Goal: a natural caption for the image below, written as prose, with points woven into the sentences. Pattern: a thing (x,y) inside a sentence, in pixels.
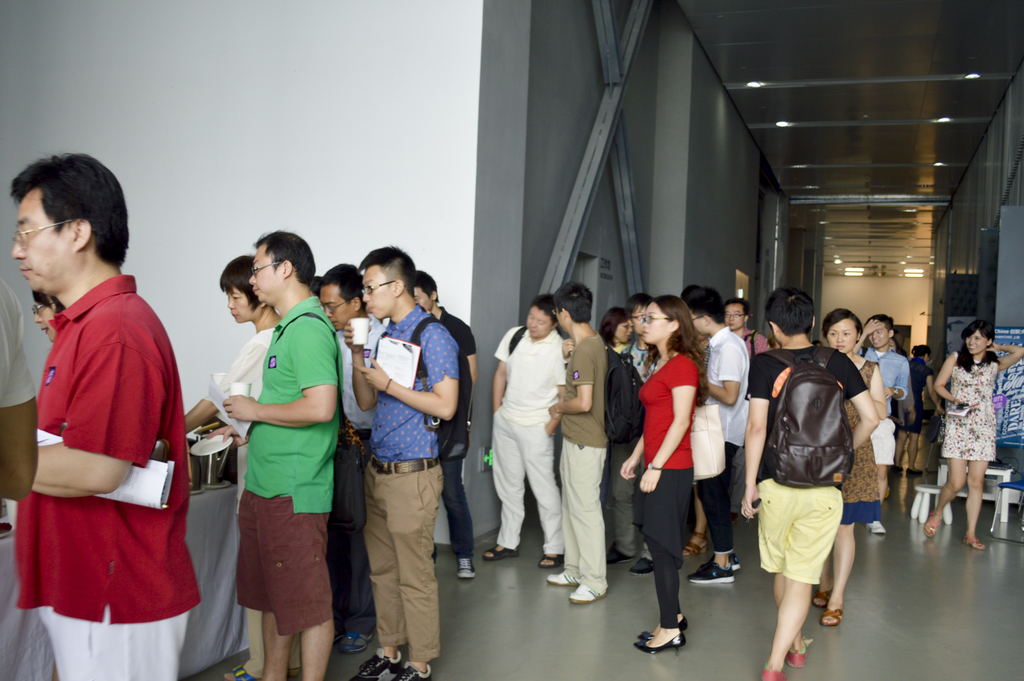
In this picture, we see many people (528,341) are standing. The man (422,447) in the blue shirt (404,421) is holding a glass (357,341) and a book (414,347) in his hand (358,346). On the left side (201,527), we see a table (210,537) which is covered with white cloth (213,587). On the table (221,495), we see vessels (212,464) are placed. Behind them, we see a white wall (429,179). In the background (675,194), we see the wall (910,278) and the ceiling (826,178) of the room (874,271). On the right side (927,492), we see the stools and a board (1001,396) in blue color with some text (1017,417) written on it.
